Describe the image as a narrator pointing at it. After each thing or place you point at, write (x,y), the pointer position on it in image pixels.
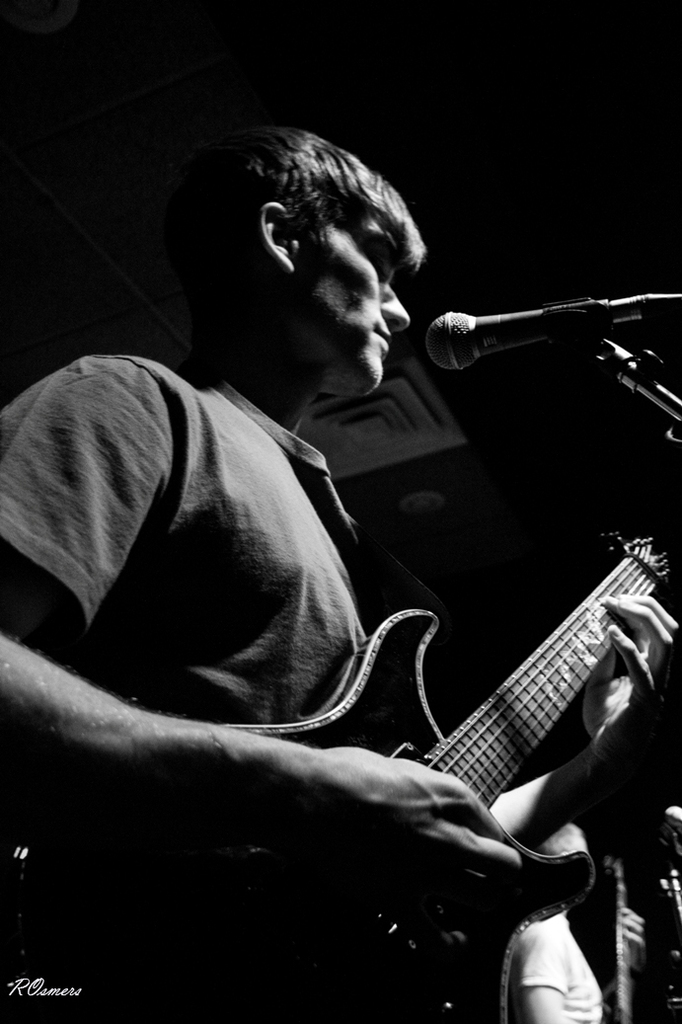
In front of this picture, we see a man (282,504) wearing t-shirt (196,459). He is playing guitar (337,822) and also he might be singing in microphone (436,329). On the right bottom of the picture (566,979) we can see the other person (553,978) wearing white t-shirt (568,972) is also playing guitar (625,971). I think this is in a room (483,83) or a conference hall (515,188). We can see the roof (505,507).
